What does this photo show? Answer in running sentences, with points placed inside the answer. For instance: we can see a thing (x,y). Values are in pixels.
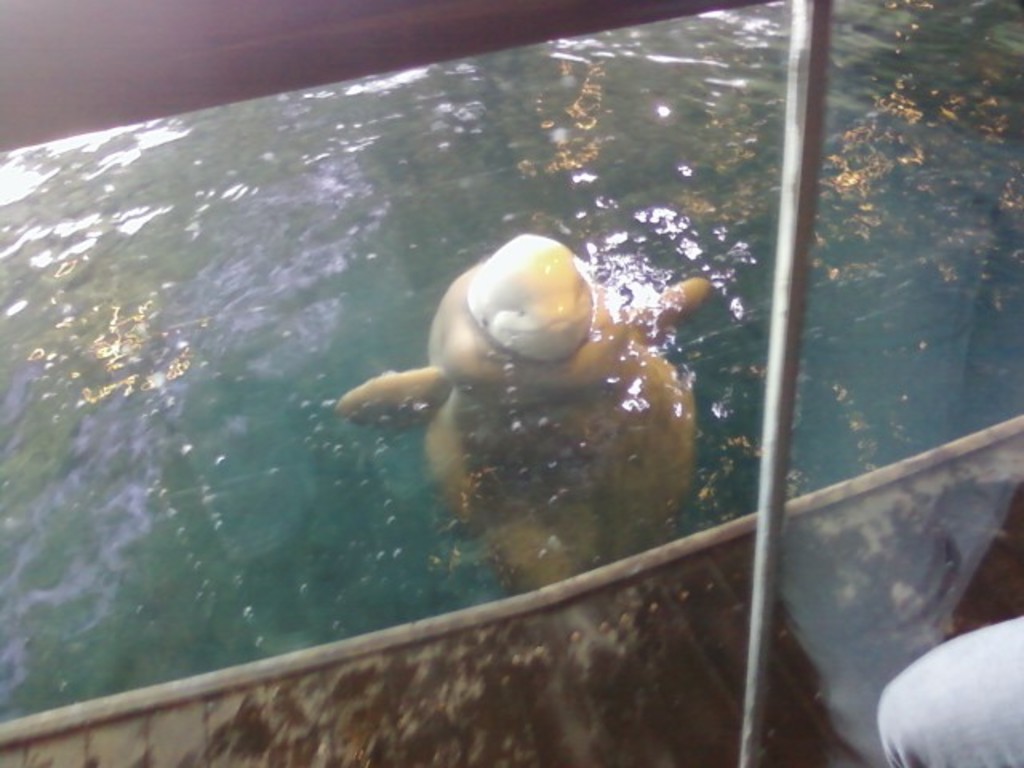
In this image we can see some creature (349,407) which is in water (262,411) which is of yellow color and bottom right of the image (938,688) we can see person's leg (896,742).
